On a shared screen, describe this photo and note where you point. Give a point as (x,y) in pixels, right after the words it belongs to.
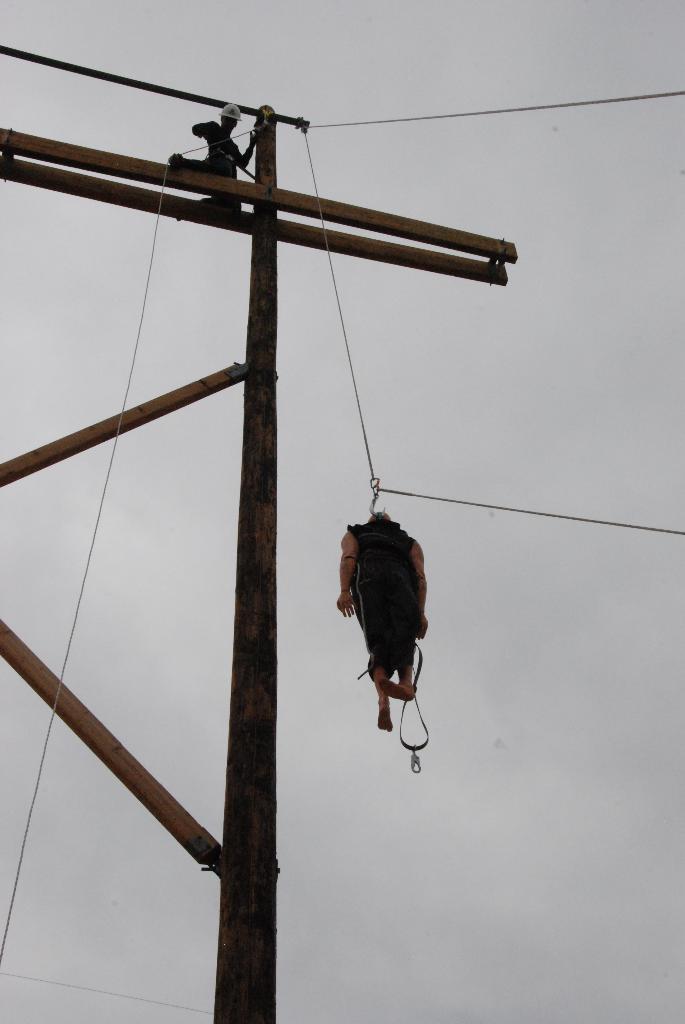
In this image I can see a huge pole (254,742) which is made up of wood (264,184) and I can see few ropes (247,133) to the pole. I can see a person (232,202) on the top (233,124) and a dummy person (407,562) is hanged to the rope (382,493). In the background (307,593) I can see the sky (316,597).
